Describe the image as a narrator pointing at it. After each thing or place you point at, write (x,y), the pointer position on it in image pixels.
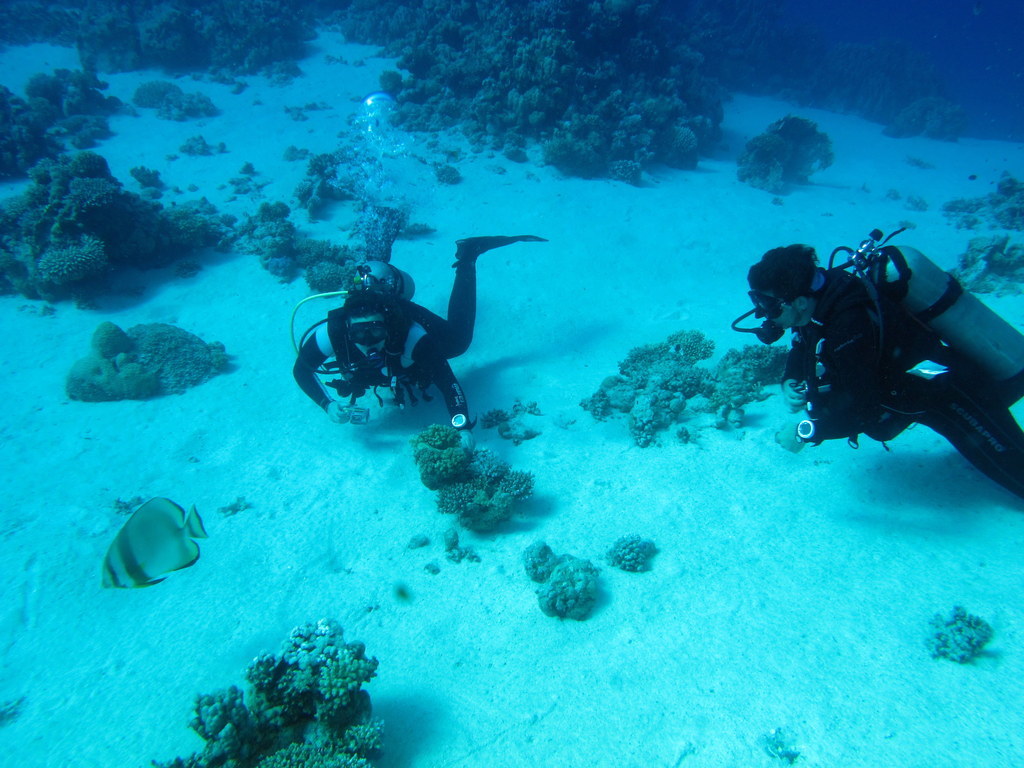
In this image there are two deep swim divers (367,373) wearing oxygen cylinders (932,315), masks (762,310) and some other equipment (387,354) are swimming underwater. On the seabed (556,312) there are some objects (222,231) and there are fish (141,511) around them.
